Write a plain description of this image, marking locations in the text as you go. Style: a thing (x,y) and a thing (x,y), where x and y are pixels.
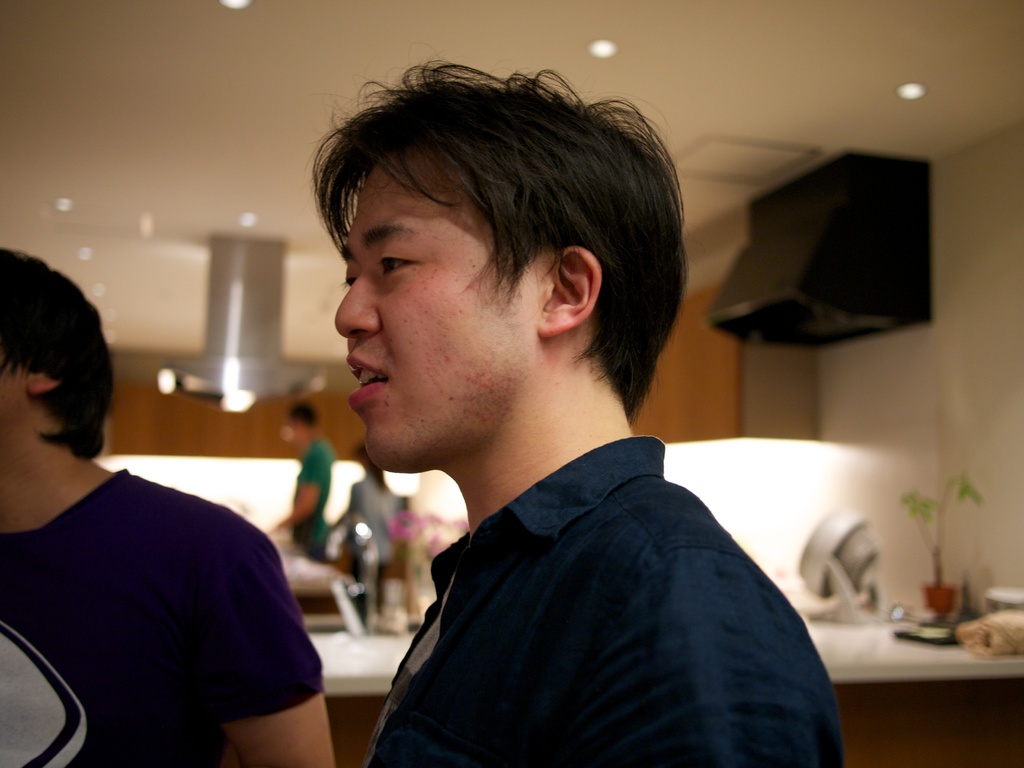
In this picture we can see a man (502,646) is standing, and behind the man (466,755) there are some people (248,577) and a table (392,662) and on the table (825,652) there is a houseplant (926,590) and other things (956,613). There are ceiling lights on the top (909,99).
